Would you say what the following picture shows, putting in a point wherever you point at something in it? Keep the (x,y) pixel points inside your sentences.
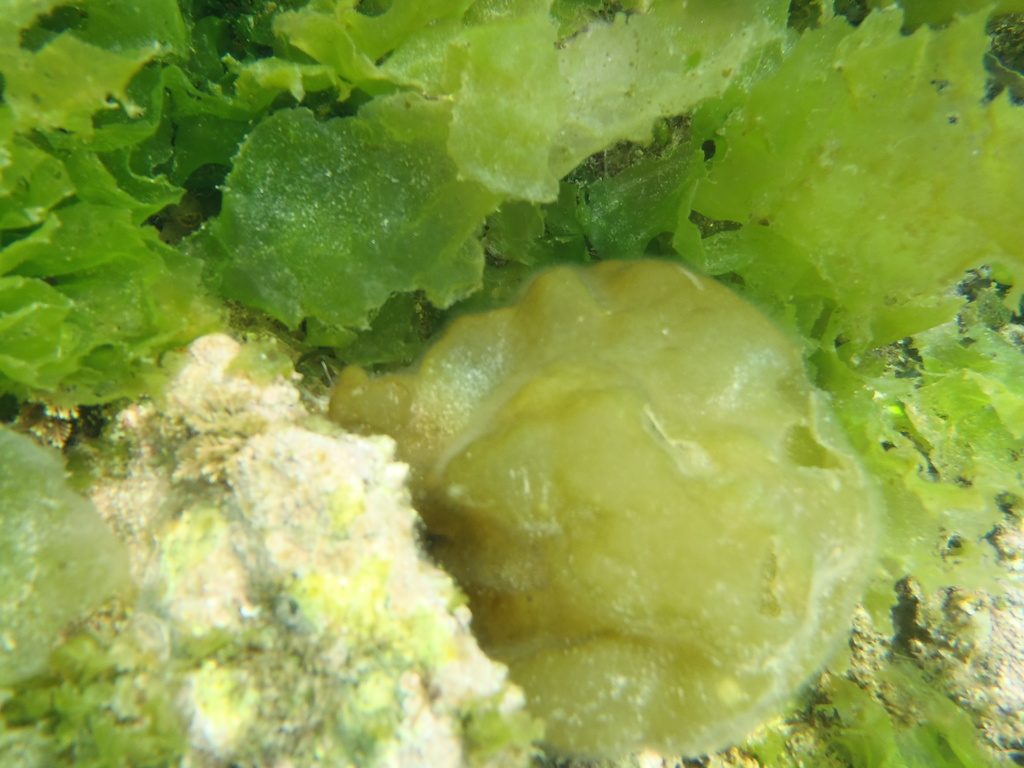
In this image I can see some object (664,537) in green and cream color.
